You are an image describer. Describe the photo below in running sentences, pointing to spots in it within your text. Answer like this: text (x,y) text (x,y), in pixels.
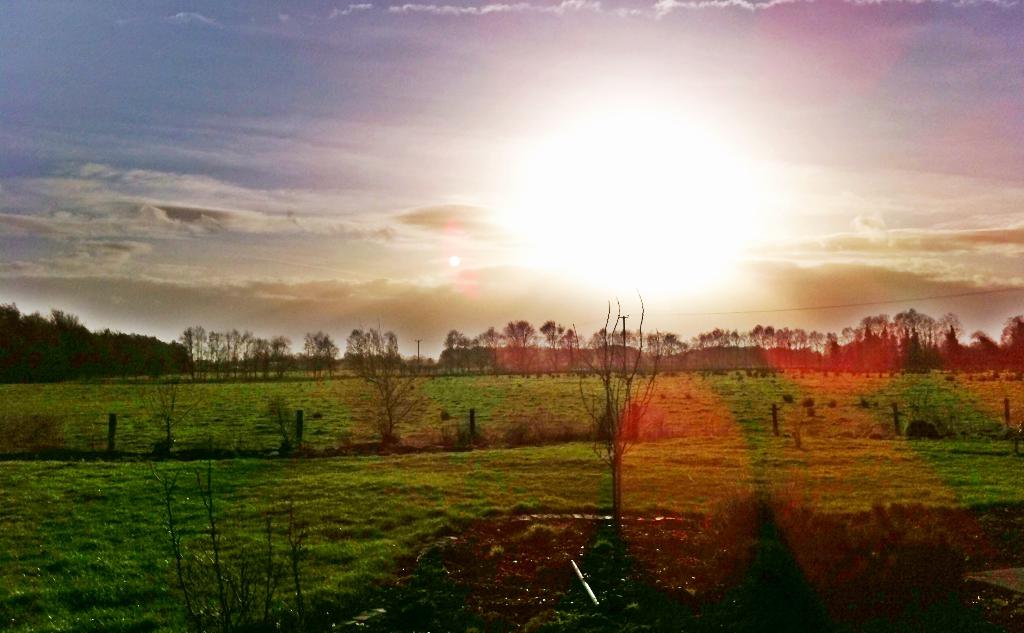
In the picture we can see a grass surface (251,494) with some plants (621,439) and in the background (72,374), we can see some trees (233,364), sky (396,285) with clouds (377,285) and sun (614,245).
